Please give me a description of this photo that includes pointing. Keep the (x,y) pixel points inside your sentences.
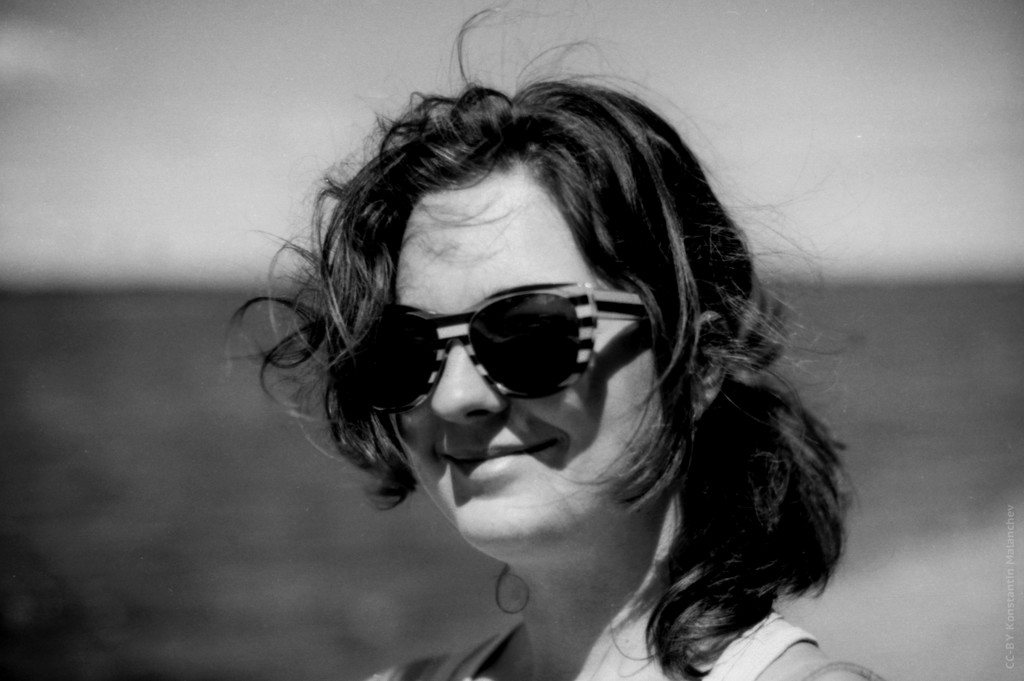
In this image we can see a lady (525,487) smiling. She is wearing glasses (504,354).
